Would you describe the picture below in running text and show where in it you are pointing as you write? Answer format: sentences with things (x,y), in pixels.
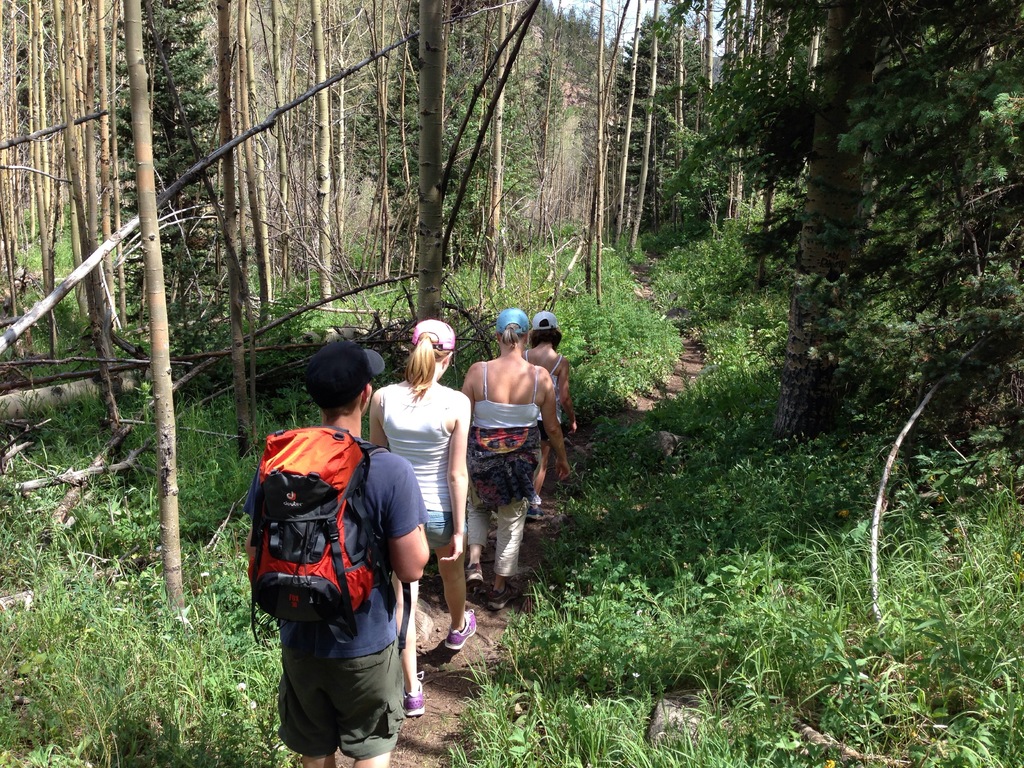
In this image, I can see four people (502,461) walking on the pathway (592,446). There are trees (426,244) and plants (676,607).
